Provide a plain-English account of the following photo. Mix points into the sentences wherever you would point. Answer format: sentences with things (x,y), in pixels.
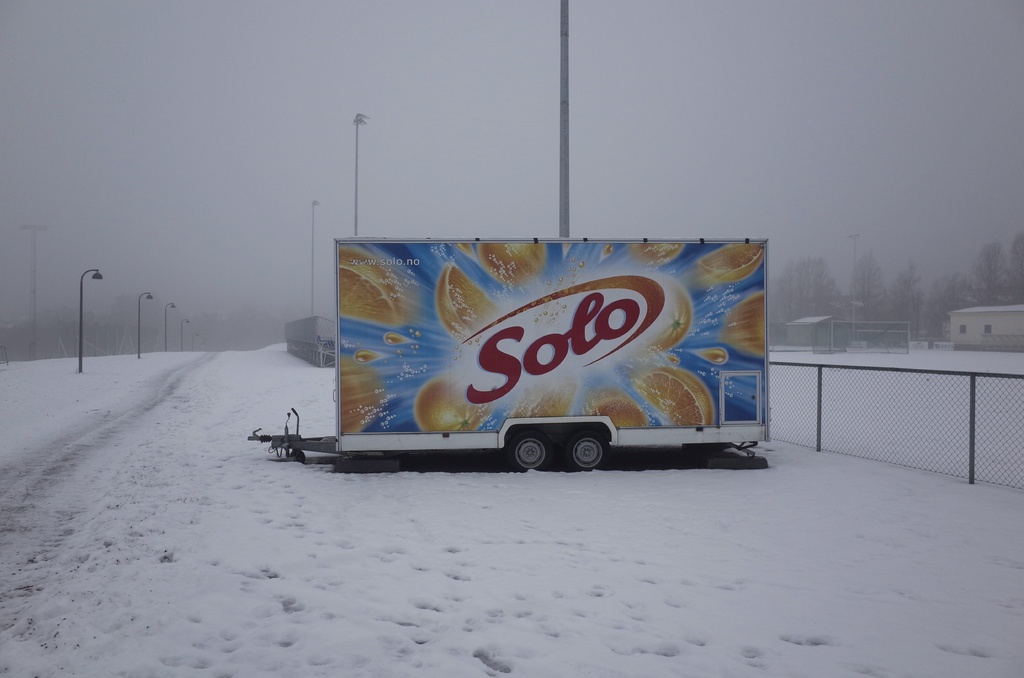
In this picture there is a poster (652,259) in the center of the image (489,361), on a vehicle (400,401) and there are houses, trees (919,286), and poles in the background area of the image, which are covered with snow (737,480) and there is snow (1017,358) around the area of the image.
